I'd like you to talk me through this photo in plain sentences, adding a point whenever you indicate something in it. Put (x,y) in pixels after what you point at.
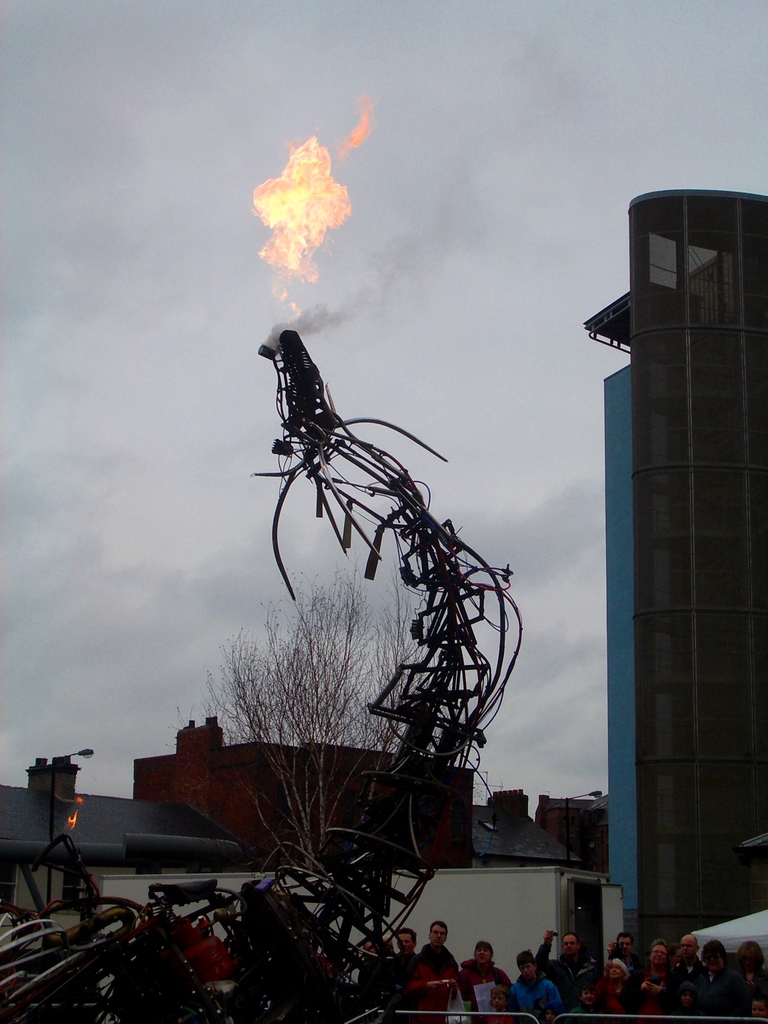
In this image, we can see a building (673,611) and there are some people (631,1001) standing and there is a tree (305,745), at the top (249,135) there is a sky (339,89) which is cloudy.
